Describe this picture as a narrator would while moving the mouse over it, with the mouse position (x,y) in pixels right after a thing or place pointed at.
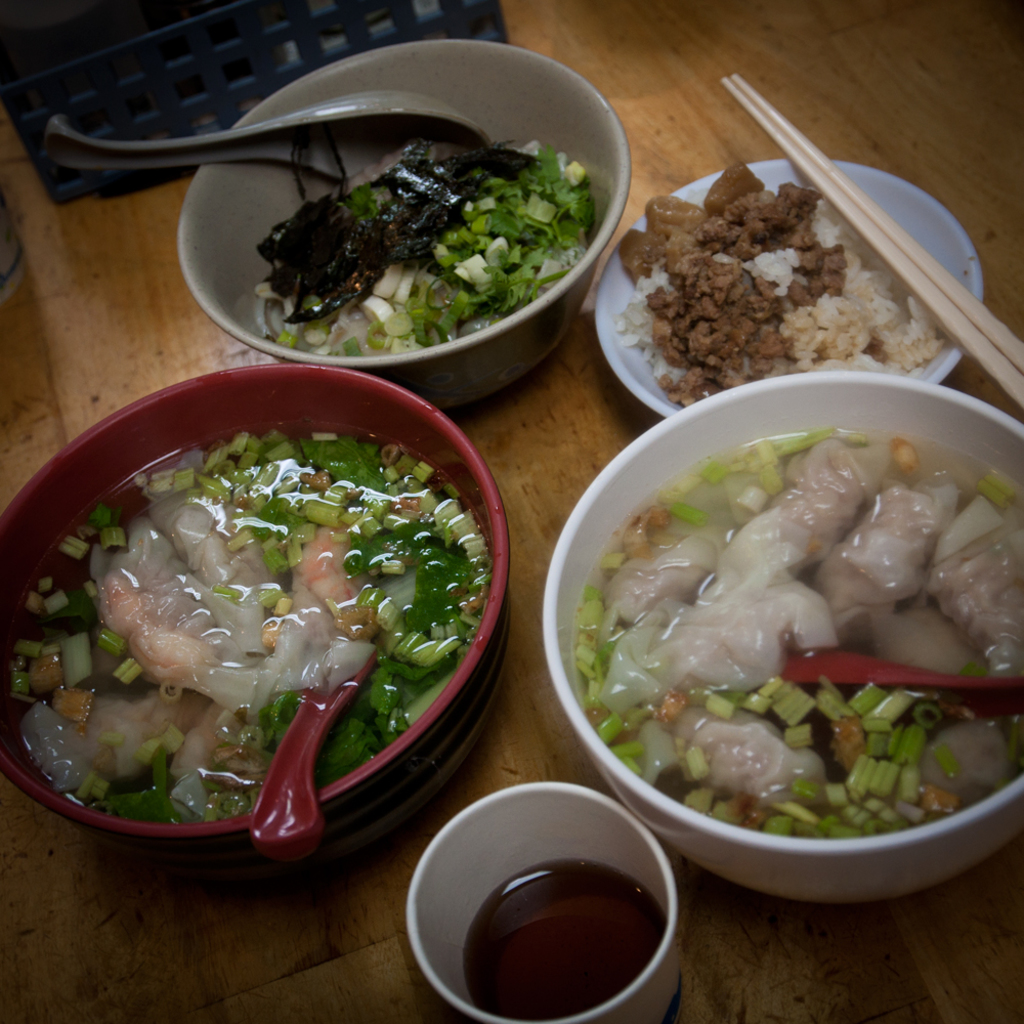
In this image there is a table (497,412) having few bowls (709,430), plates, basket (329,62) on it. On the plate (959,267) there is some food (751,313) and chopsticks (903,260) on it. Bowls (252,323) are having some food (419,586) and spoon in it. Bottom of the image (523,819) there is a cup (523,819) which is filled with some drink (519,968) in it. Left top there is a basket (199,114) on the table (72,336).
